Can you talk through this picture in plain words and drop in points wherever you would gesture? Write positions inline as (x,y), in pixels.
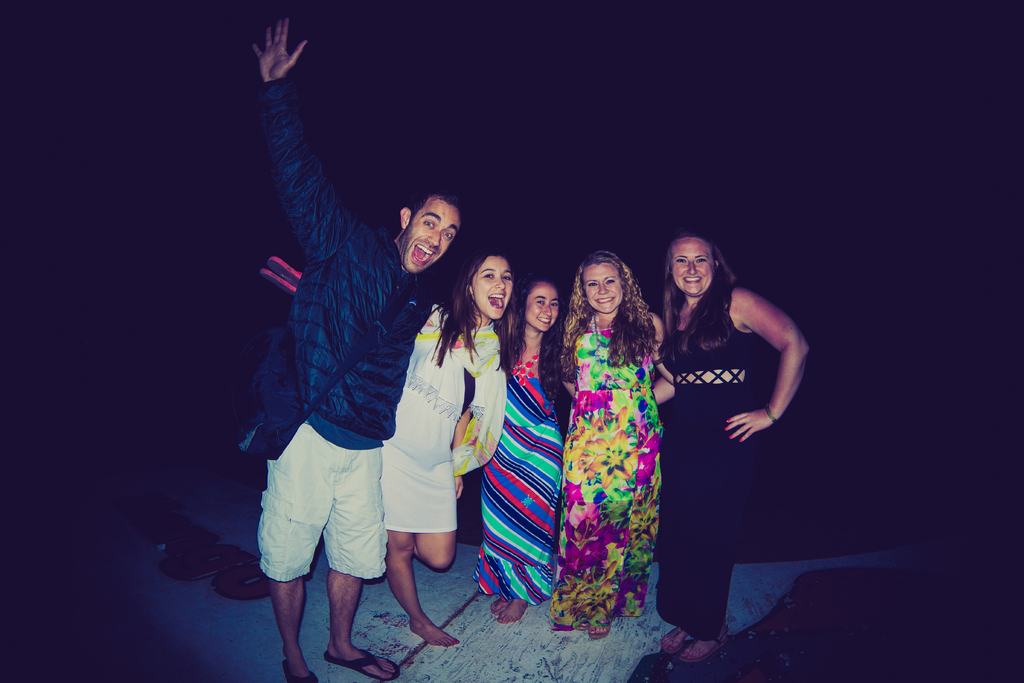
In this image I see 4 women (484,366) and a man (313,361) who are standing and I see that all of them are smiling and I see the path (227,674) and I see that it is dark in the background (887,164).
